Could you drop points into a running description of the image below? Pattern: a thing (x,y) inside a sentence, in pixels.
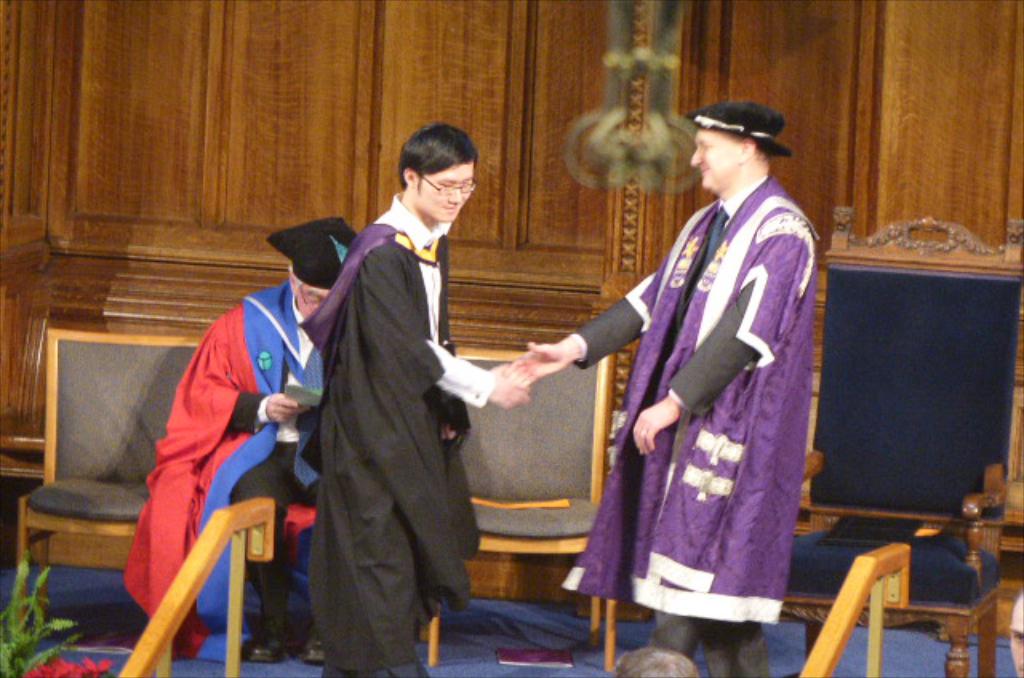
This person (359,299) in black dress (415,415) is giving a shake hand to the other person (719,257) in purple dress (767,415). Backside of this person (395,460) and other man (238,487) is sitting on a chair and holds paper (303,394). Under this chair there is a book (525,650). Front this is a plant (38,629).
